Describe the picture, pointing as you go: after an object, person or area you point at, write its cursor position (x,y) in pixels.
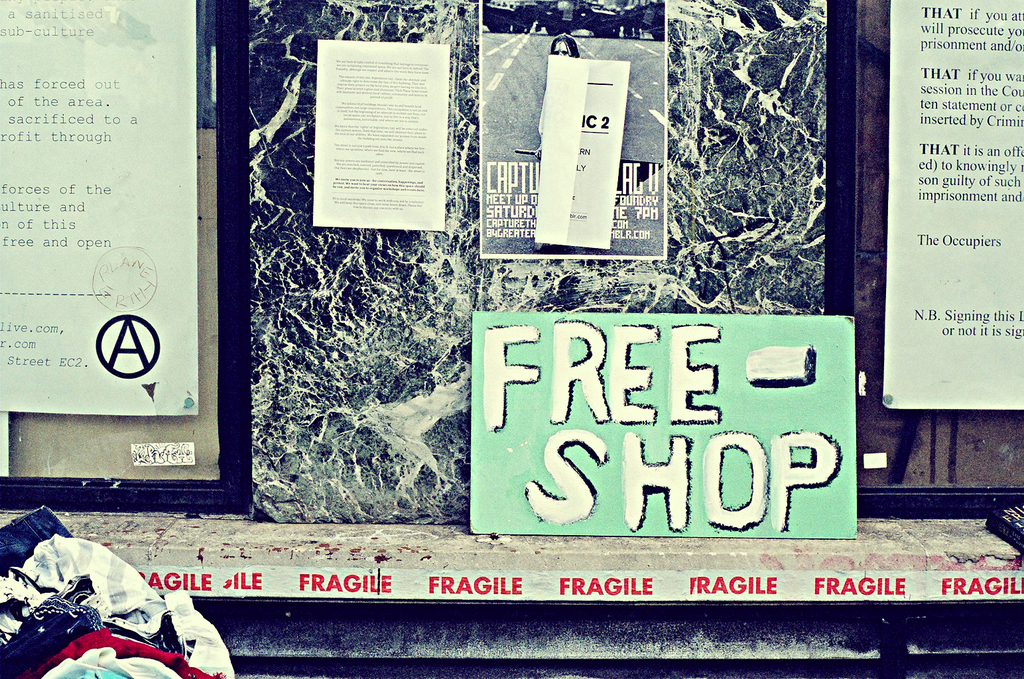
In this image, in the left corner (25,655), we can see some clothes (13,641). In the background (504,548), we can see a table (957,534). On the table (991,535), we can see a board (852,433), on the board (807,434), we can see some text (719,437) written on it. In the background (947,304), we can also see some pictures (490,198) which are attached to a glass window (877,202). On the posters (901,244), we can see pictures (607,179) and text (970,165) written on it, at the bottom (703,634), we can see black color.
